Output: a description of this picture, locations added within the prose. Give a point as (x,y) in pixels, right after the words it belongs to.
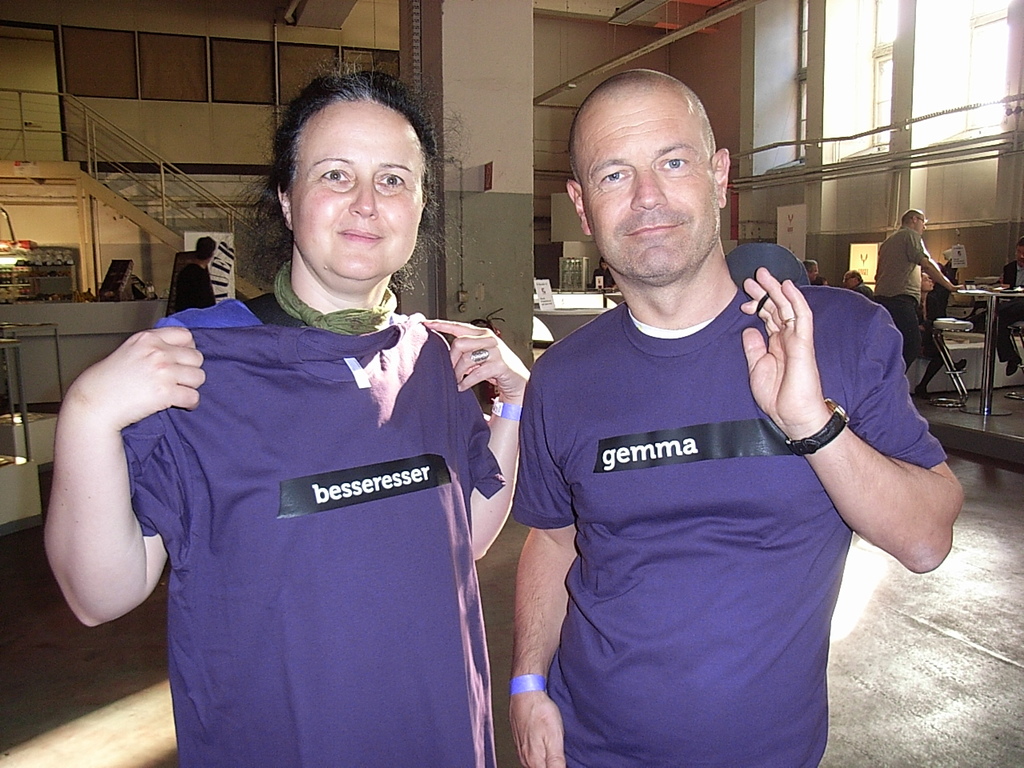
In the picture we can see a man (624,447) and a woman (499,443) are standing and the man (648,449) is with purple color T-shirt (706,463) and a woman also holding a purple T-shirt (190,758) near her and behind them, we can see a pillar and beside the pillar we can see some people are sitting and one man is standing near the table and on the other side we can see a man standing near the desk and behind him we can see steps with railing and behind it we can see a wall (161,110).
